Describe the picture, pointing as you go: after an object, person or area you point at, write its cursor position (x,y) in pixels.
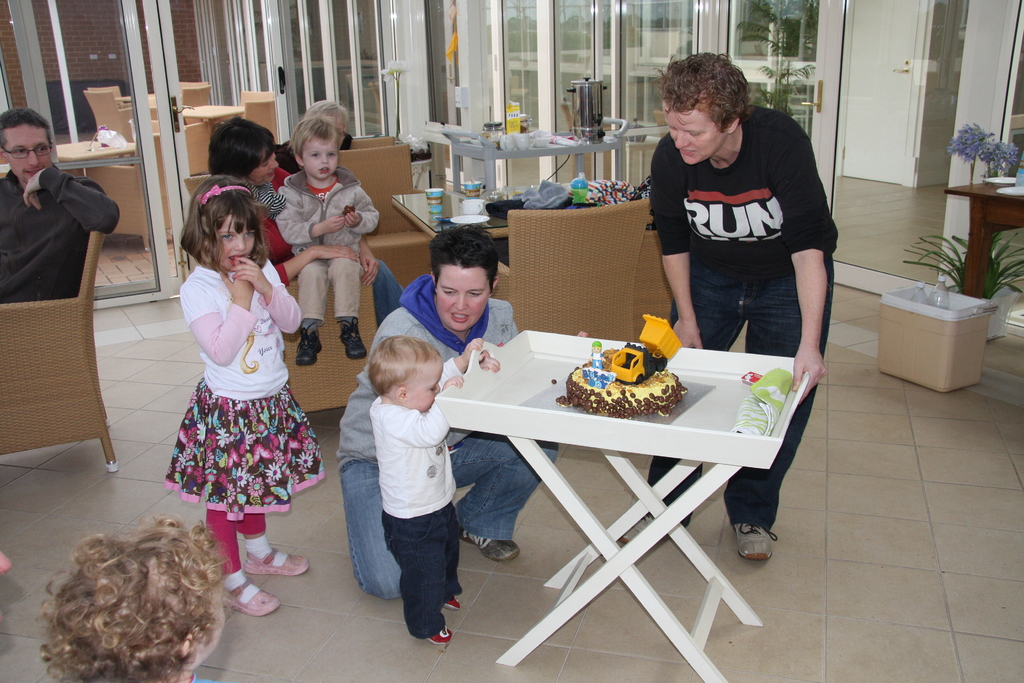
In this picture, we see many people (12,250) are sitting on sofa (292,384) and man (683,216) in black t-shirt (720,208) is standing. In front of them, we see a table (618,446) on which cake (670,387) and cloth (778,379) are placed. Behind them, we see many tables (468,207) and chair (643,239) and on top of a picture, we see a glass door (769,62). On right side of the picture (972,198), we see a table (990,191) on which plate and flower vase (1000,172) are placed.
